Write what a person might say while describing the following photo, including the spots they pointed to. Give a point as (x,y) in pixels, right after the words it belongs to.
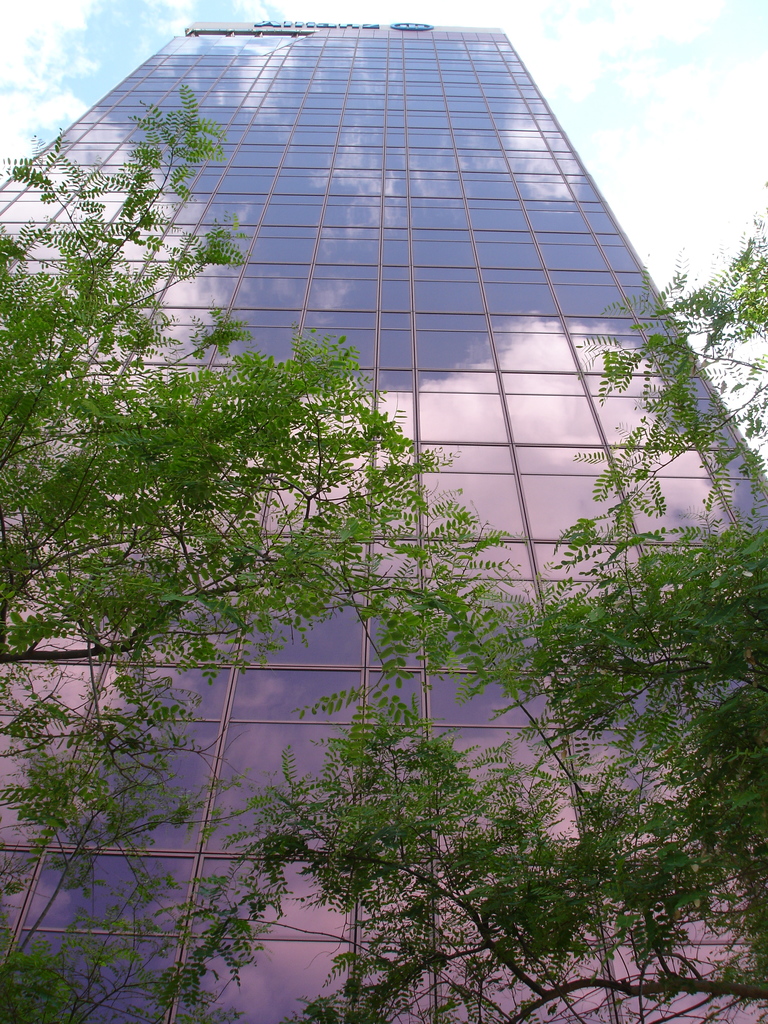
This picture might be taken from outside of the building (356,677). In this image, we can see some trees (721,539). In the background (488,138), we can see a building (498,176) and a sky (643,98).
